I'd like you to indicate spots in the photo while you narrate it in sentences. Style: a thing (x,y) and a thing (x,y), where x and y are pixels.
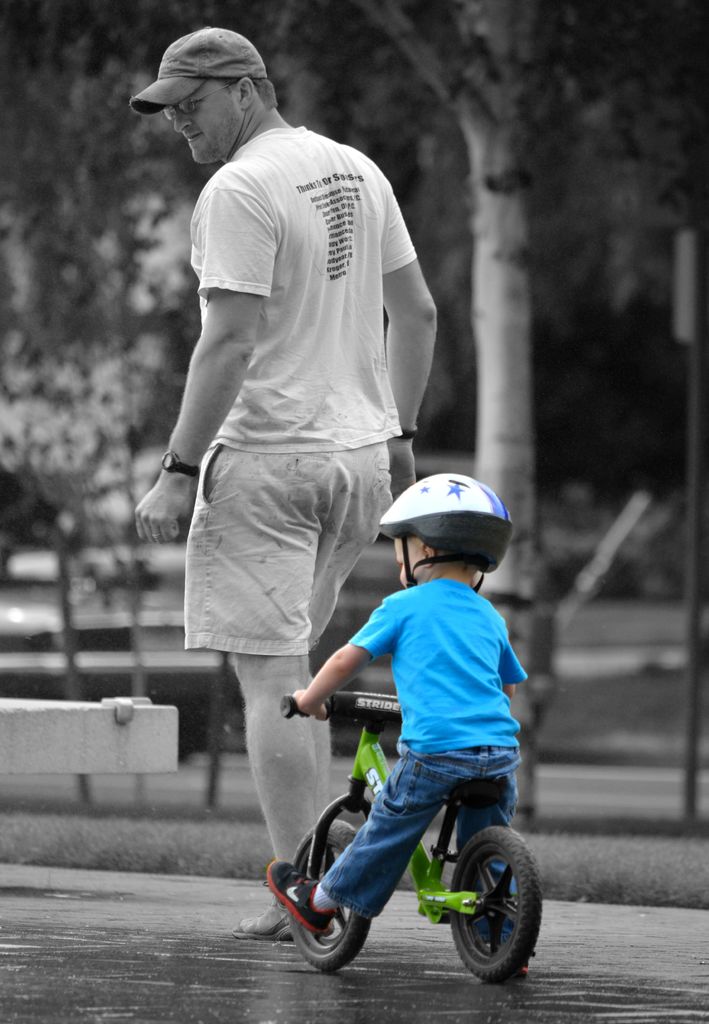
In the image we can see there is man (266,494) who is standing and behind him there is a kid (441,696) who is sitting on bicycle (322,817) and he is wearing a helmet (438,500). The kid (424,557) is in colourful image and a man (203,475) is in black and white colour.
